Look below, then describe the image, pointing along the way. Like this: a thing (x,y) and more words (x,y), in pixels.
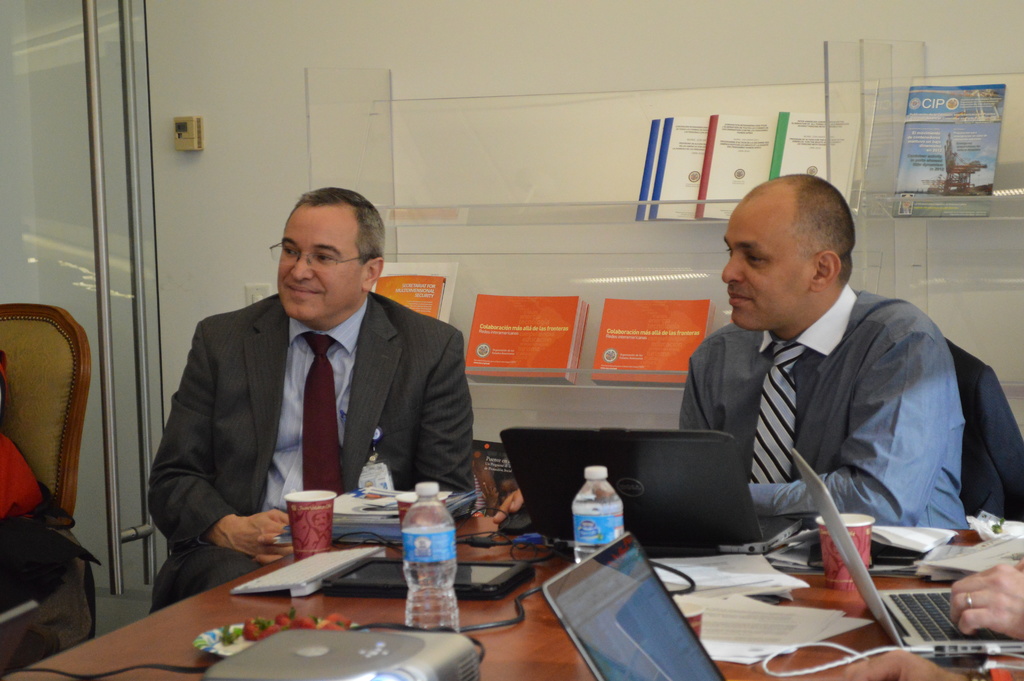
In this image we can see two people (374,482) sitting, before them there is a table (493,552) and we can see laptops (656,548), bottles (453,596), papers (758,584), glasses (844,572), plate (279,618) and a projector (374,654) placed on the table (306,596). On the left (50,339) there is a chair (55,385). In the background (280,150) there is a wall (443,35) and we can see books (666,336) placed in the shelf (603,189).
